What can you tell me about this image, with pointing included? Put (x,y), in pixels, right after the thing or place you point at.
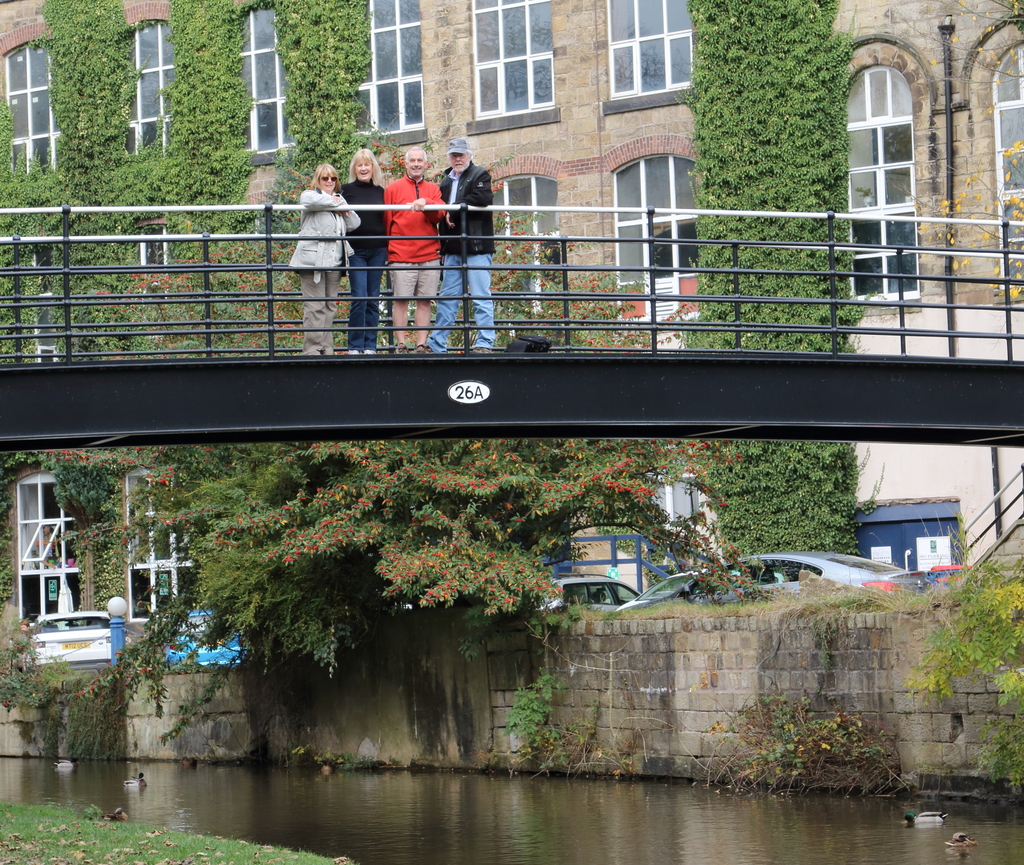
In this image we can see four people (348,253) standing on the bridge (545,297). In the background (875,281) we can see the buildings (531,144), trees (502,471), creepers (301,115), light pole (117,618) and also the vehicles (618,587). We can also see the wall (693,722), water (648,782), dried leaves (15,839) and also the grass (116,836).
